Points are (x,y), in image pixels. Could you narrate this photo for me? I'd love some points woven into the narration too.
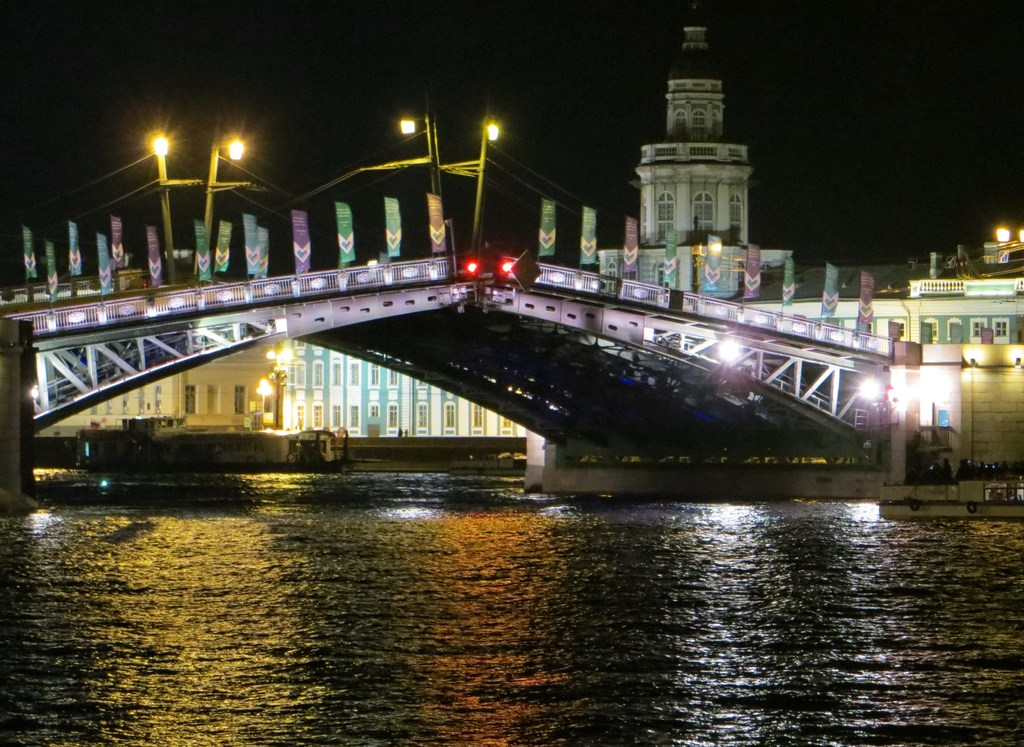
There is a surface of water (485,616) at the bottom of this image (548,641). We can see a bridge (361,316) and a building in the middle of this image (535,319). There are lights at the top of this image (163,152).
